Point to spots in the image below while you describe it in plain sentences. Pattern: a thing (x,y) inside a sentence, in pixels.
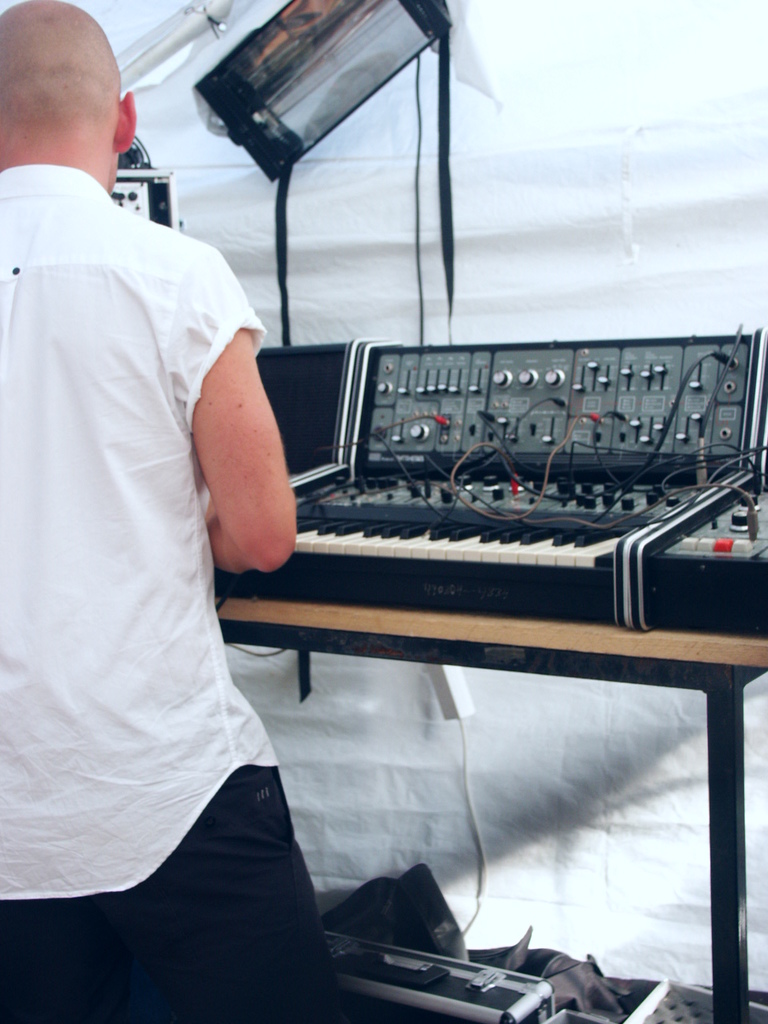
in this picture we can see a man (149,555) wore white color shirt (131,489) standing in front of a piano (506,546) placed on table (413,632) along with buttons (532,381), wires (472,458) and in the background (356,244) we can see cloth (458,195), light (361,15) and under this table (581,646) we have a box (425,986).
